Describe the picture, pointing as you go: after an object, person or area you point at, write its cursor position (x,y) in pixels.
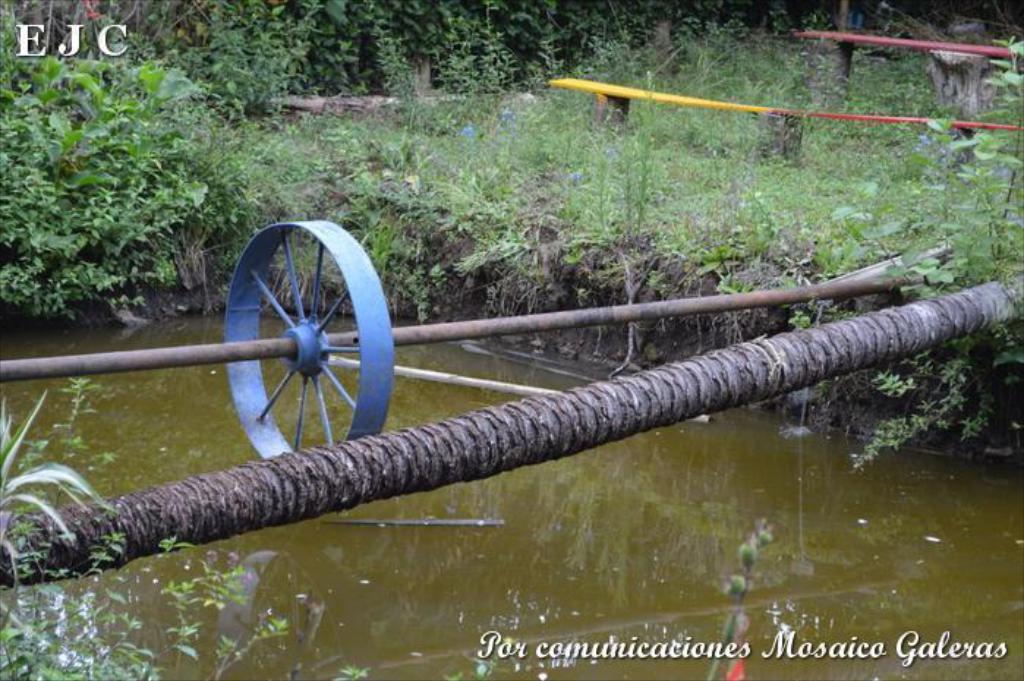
In this picture, we see the log (552,412) which is used to cross the pond (607,463). Beside that, we see a blue color wheel (315,374). At the bottom (681,533), we see water (707,543) and this water (707,603) might be in the pond (410,572). There are trees (451,43) and shrubs (617,65) in the background (468,39). We see the wooden benches (803,117) in red and yellow color.
